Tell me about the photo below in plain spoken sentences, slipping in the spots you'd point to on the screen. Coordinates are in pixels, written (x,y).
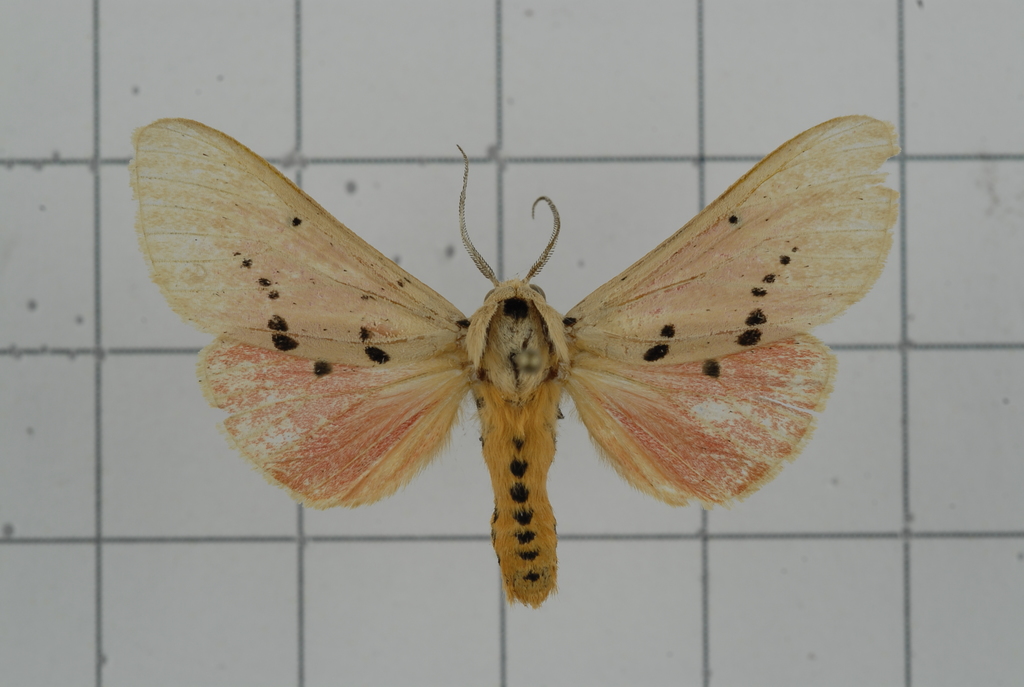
In this picture, there is a butterfly (427,320) which is in brown and cream in color. In the background (331,113), there is a wall (173,509) with lines (300,568).
